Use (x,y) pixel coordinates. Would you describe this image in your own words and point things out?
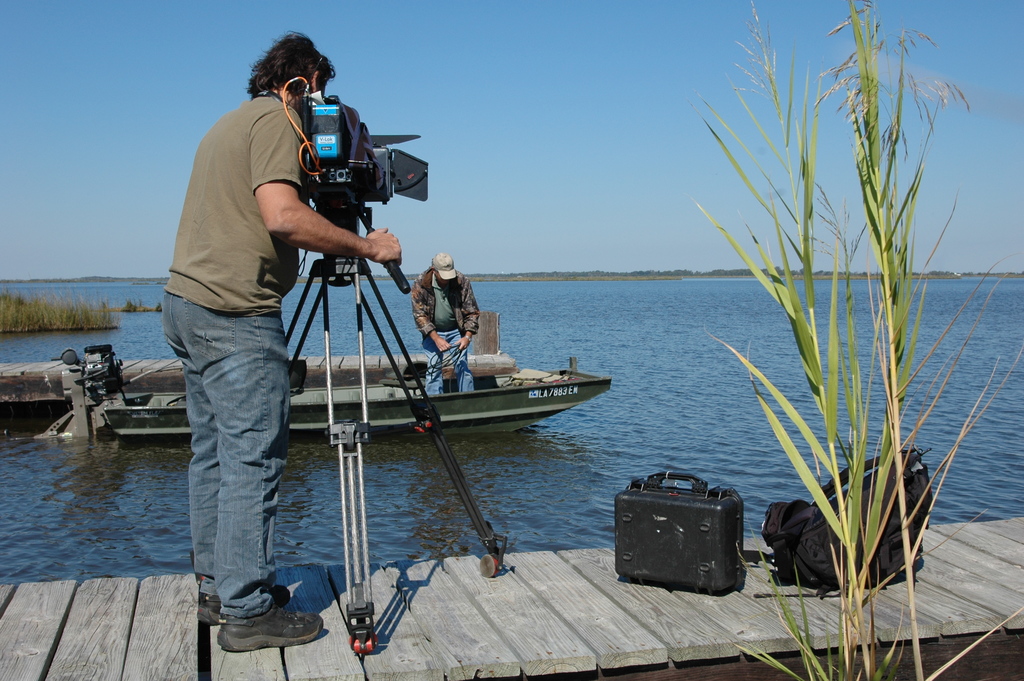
This images clicked outside where there is a water (745,372) in the middle of the image (637,407) and there is some plant (903,492) on the right side (792,679), there is a wooden Bridge (498,605) where a man (191,444) is standing in the middle (342,240) he is wearing sand color T shirt (228,228) and blue color jeans (232,478) with black shoes (251,631). He is holding camera (337,175) in his hand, in front of him there is a boat (540,394) in that boat (485,392) a person (459,299) is standing he is wearing a jacket (475,325) and blue jeans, he is also wearing a cap (442,267), there is grass (56,298) on the left side (85,317) corner, there is Sky (659,162) on the top (605,184).
